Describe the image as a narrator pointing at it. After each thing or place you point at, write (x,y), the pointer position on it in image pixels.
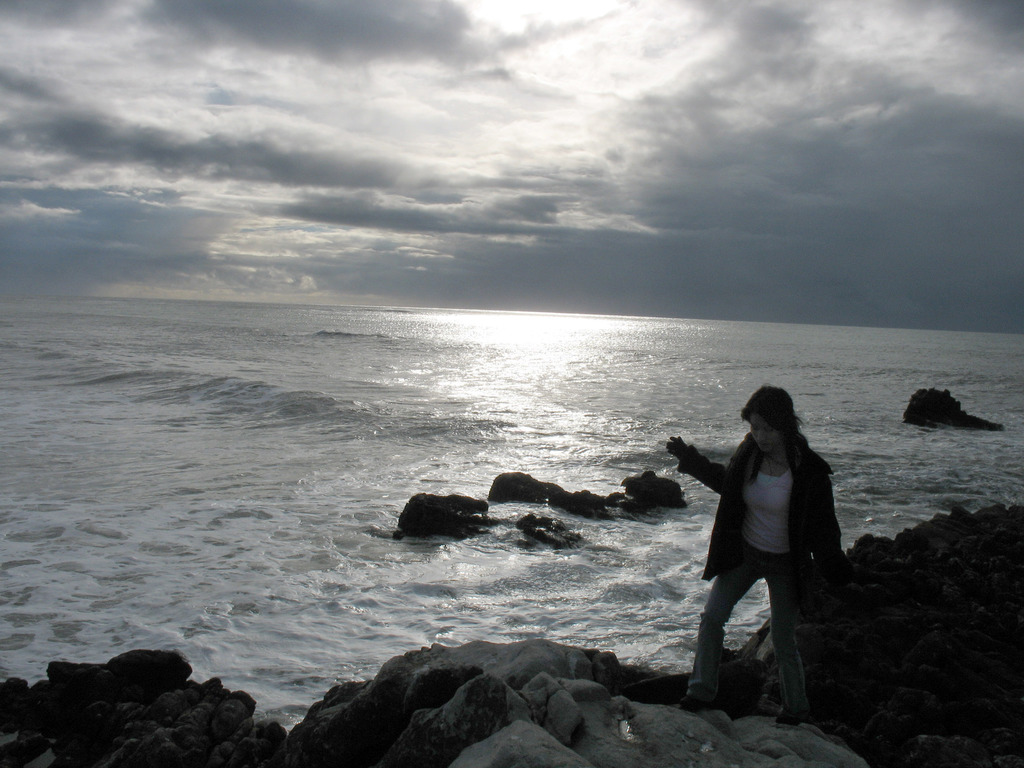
In this image there is a person (825,576) standing on the rock (653,696), and at the background (811,629) there are rocks (869,619), water (509,358), sky (518,182).
